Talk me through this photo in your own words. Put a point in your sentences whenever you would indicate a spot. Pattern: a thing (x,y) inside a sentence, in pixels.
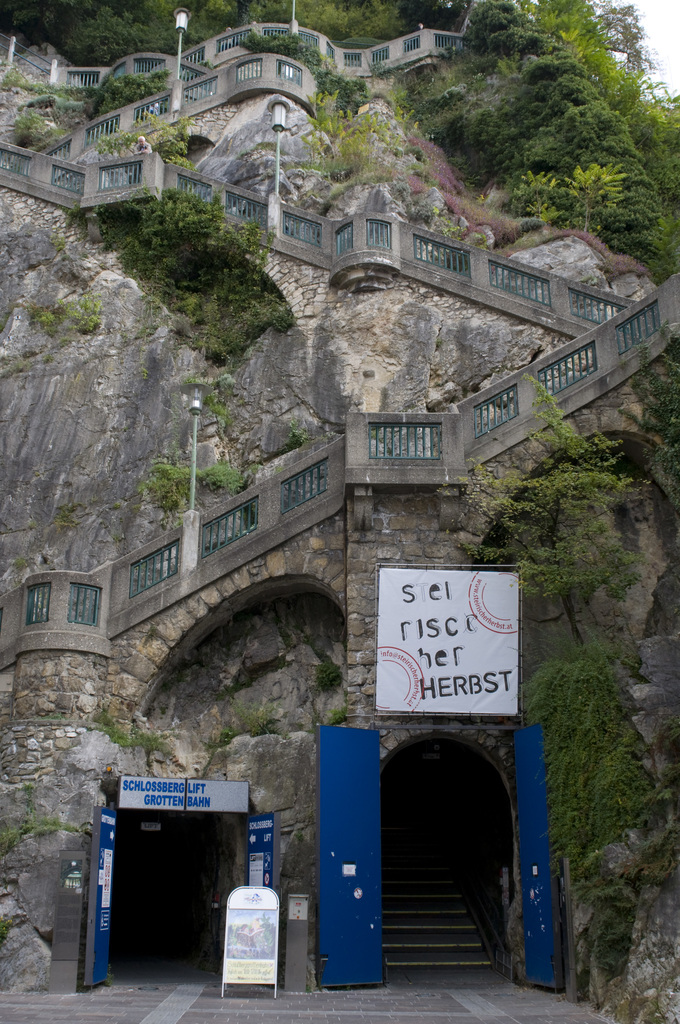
This picture is clicked outside. In the foreground (428,1005) we can see the ground (330,1007), doors (362,891), text (166,788) on the boards (417,663) and we can see the stairway (451,903), green leaves (588,750), trees (562,22), railings (641,310), lamp post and the stones (430,330) and some other objects (565,915).
